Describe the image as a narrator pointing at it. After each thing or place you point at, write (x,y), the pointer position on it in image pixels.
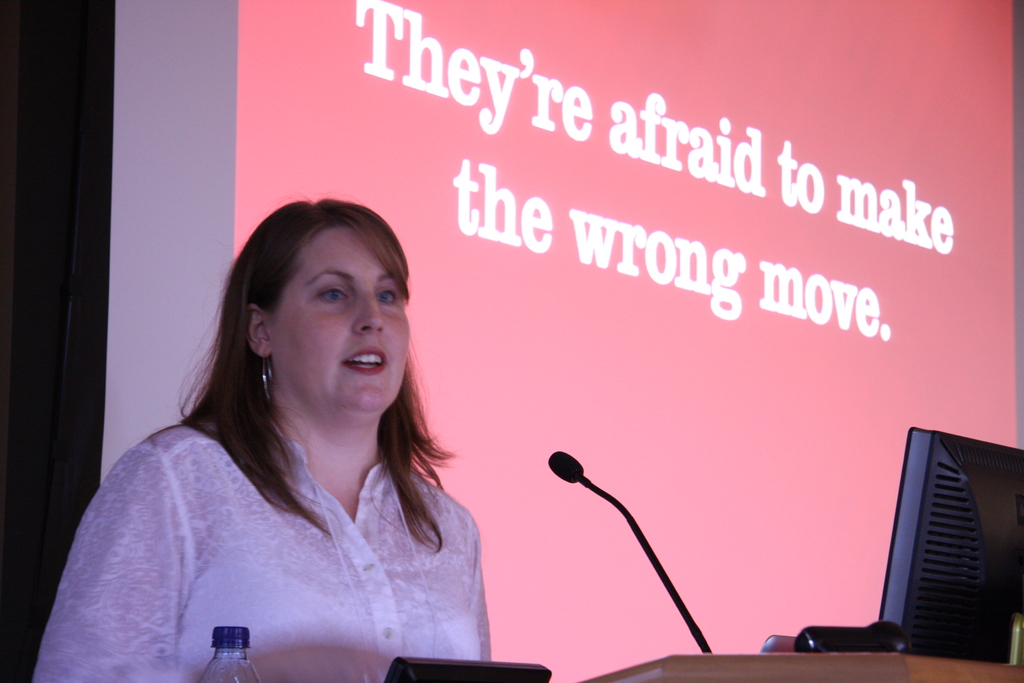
There is one women (312,493) standing on the left side of this image (285,470) is wearing a white color dress (328,571). There is a bottle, Mic (700,643), and a desktop (895,608) is present at the bottom of this image (935,645). There is a screen (598,352) in the background (400,172) and there is some text (459,71) written on it.
